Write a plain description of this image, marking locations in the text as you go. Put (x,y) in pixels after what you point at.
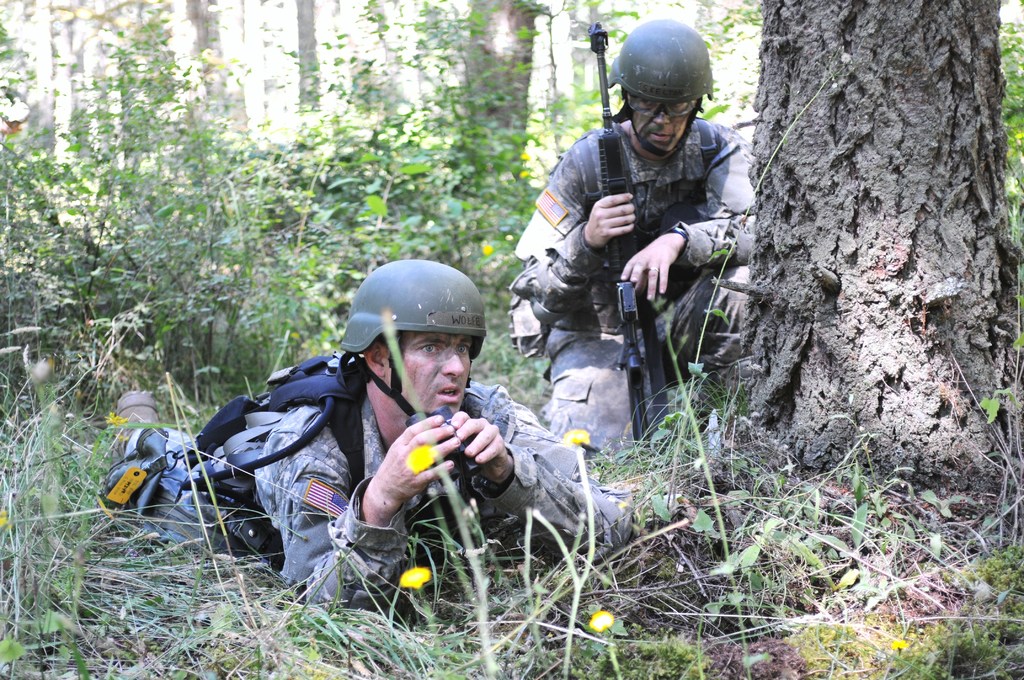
In this image I can see two men (400,321) among them one man (287,463) is lying on the ground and one man (629,215) is kneeling down on the ground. These people (487,445) are wearing uniforms (324,429), helmets (407,279) and carrying some objects (612,137). In the background (251,205) I can see plants (360,199), grass (687,393), trees (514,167) and other objects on the ground (35,677).
